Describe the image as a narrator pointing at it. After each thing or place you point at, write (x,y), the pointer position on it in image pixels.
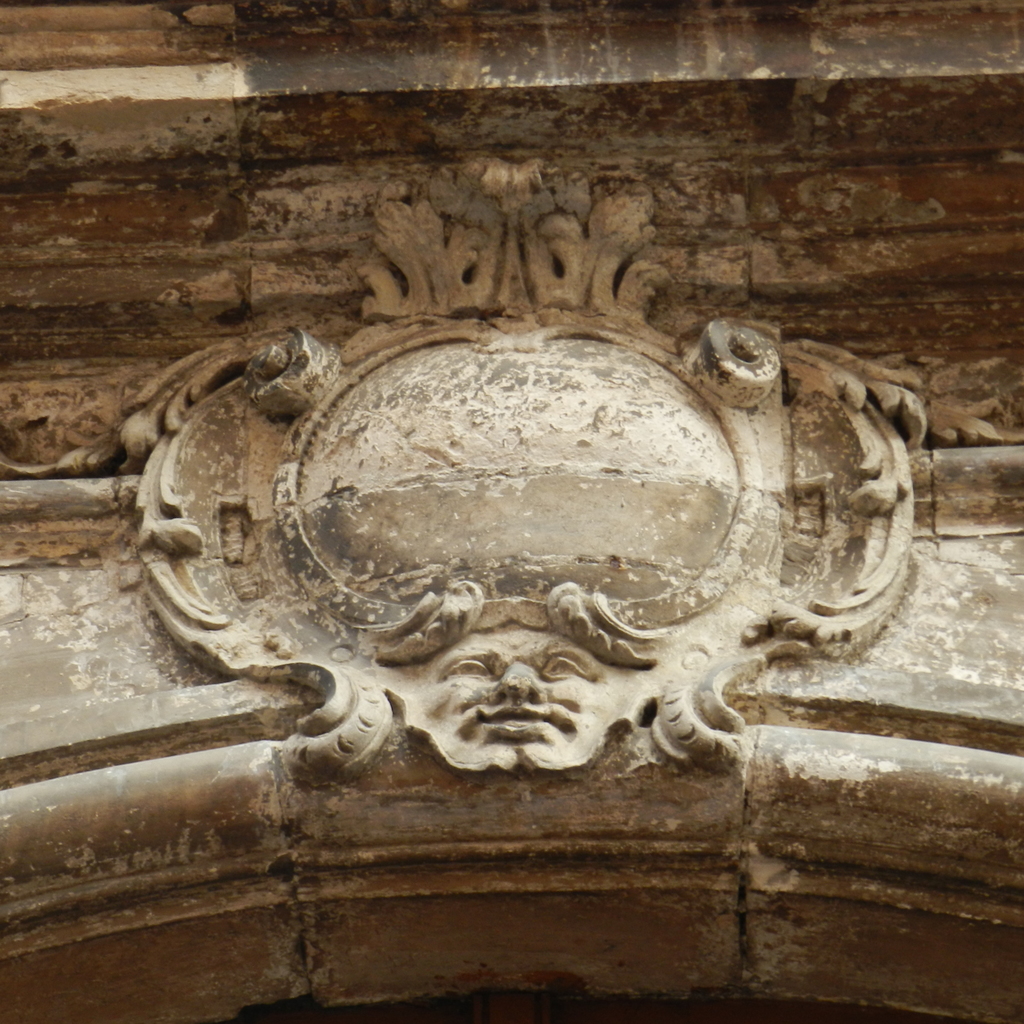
In this image there a sculpture (560,535) which is located in the building (73,644).
